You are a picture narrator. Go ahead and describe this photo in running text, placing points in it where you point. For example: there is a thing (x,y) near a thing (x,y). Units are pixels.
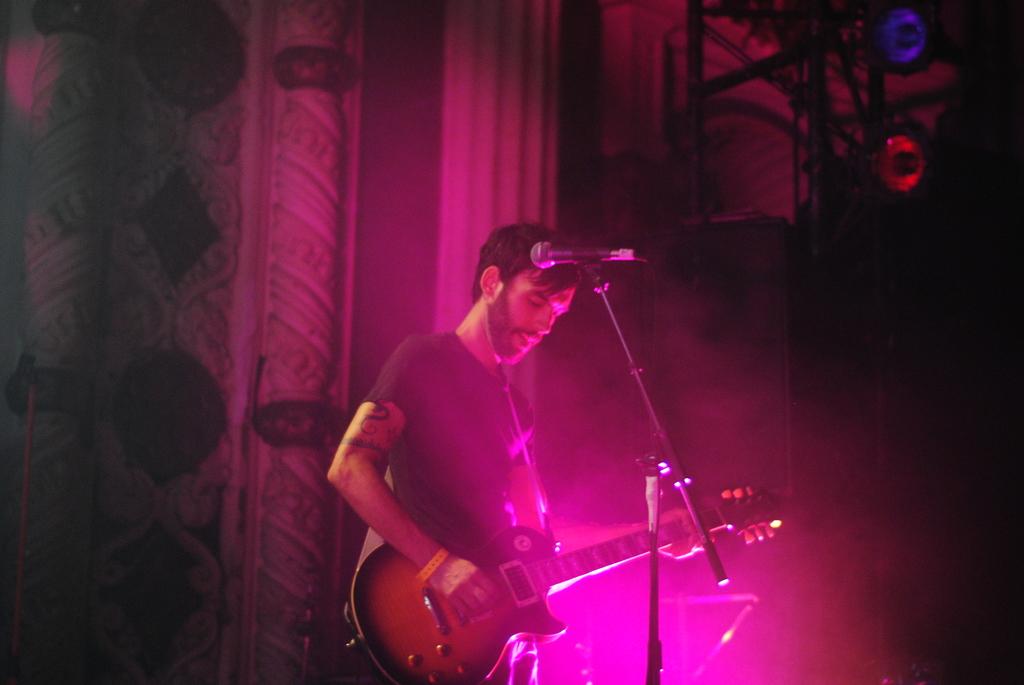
He is standing on a stage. His playing musical instrument (714,527).
